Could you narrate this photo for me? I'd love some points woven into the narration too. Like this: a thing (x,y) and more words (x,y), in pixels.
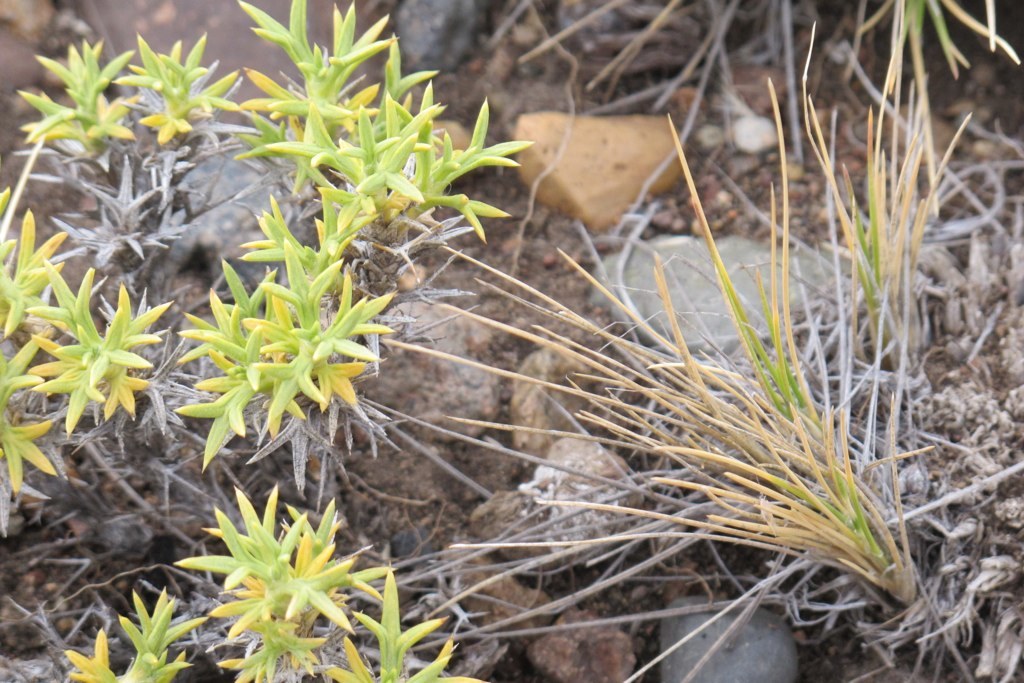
In this image there are plants (313,260) and stones (600,453).
